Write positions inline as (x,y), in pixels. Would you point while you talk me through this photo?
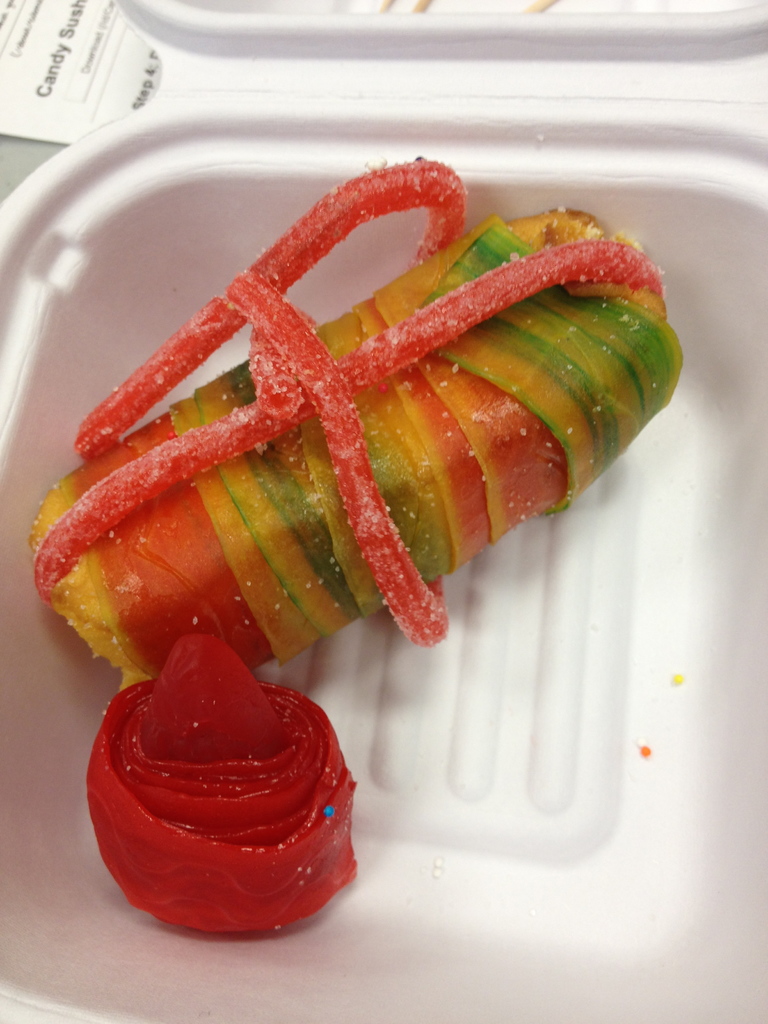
In this image, we can see a bowl (641,849) contains objects (244,557).
